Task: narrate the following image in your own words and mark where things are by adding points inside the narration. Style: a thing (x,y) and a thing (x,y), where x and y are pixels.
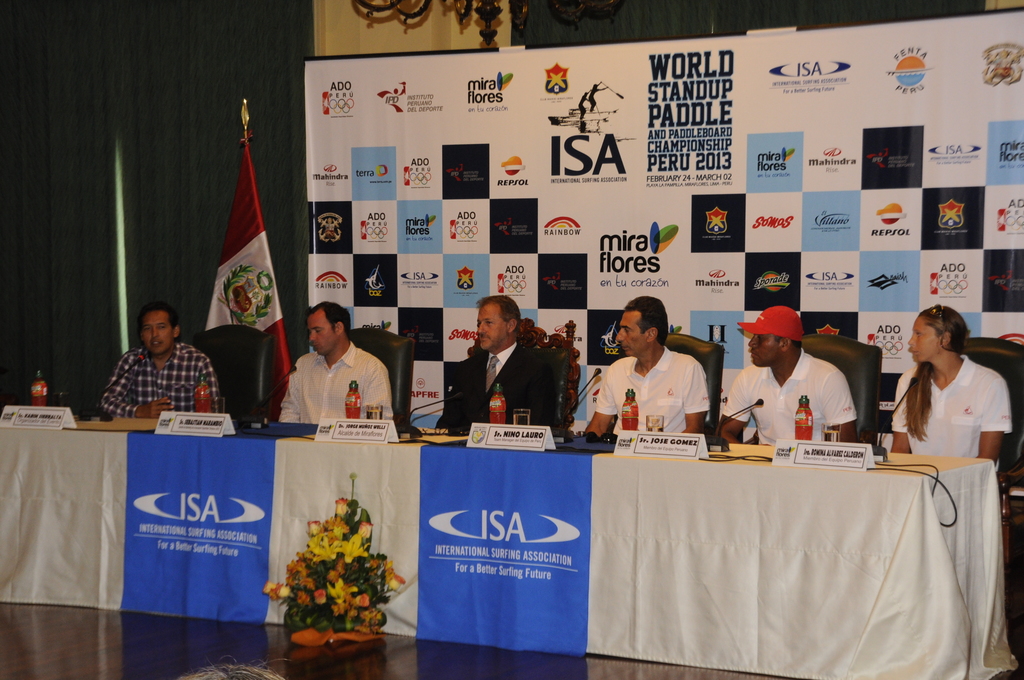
People (507,396) are sitting on the chair (567,371) near the table (535,486) and above the table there is bottle (354,399), in the background (650,188) there is poster (796,203) and flag (264,288).
